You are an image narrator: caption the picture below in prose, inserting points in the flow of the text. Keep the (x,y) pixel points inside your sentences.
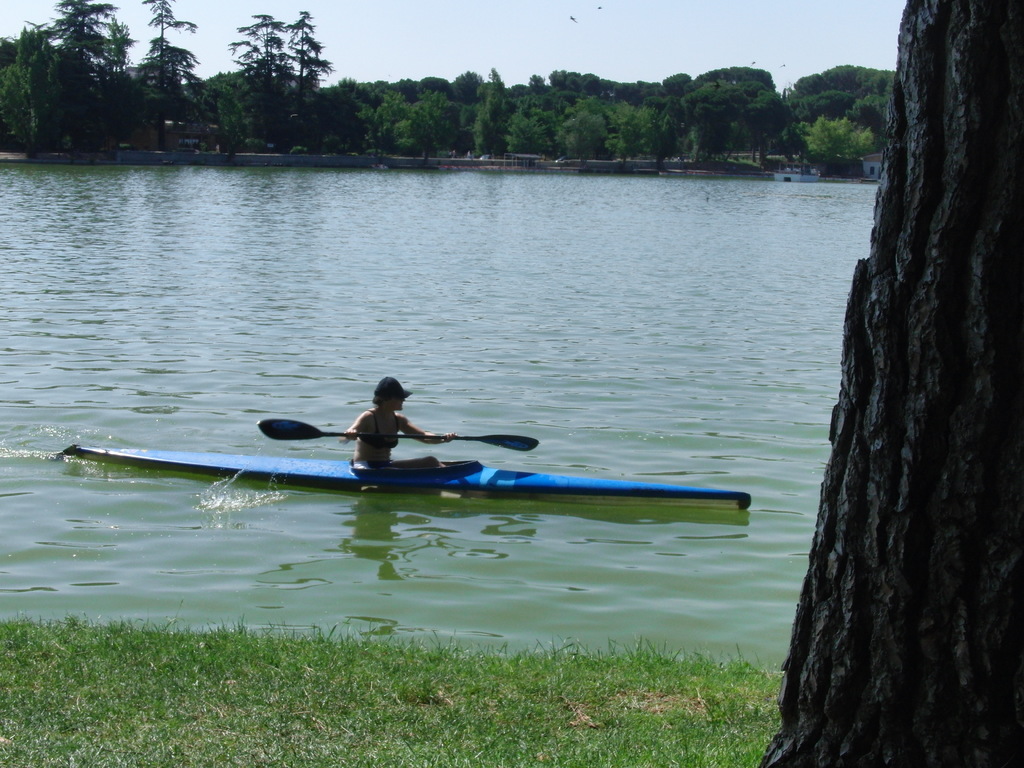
In this image, I can see a person (364,457) holding a paddle (305,435) and sitting on a boat (415,485), which is on the water (360,563). At the bottom of the image (276,718), I can see the grass (464,698). On the right side of the image (944,696), there is a tree trunk (930,323). In the background (289,152), I can see trees (638,112) and there is the sky (582,46).
